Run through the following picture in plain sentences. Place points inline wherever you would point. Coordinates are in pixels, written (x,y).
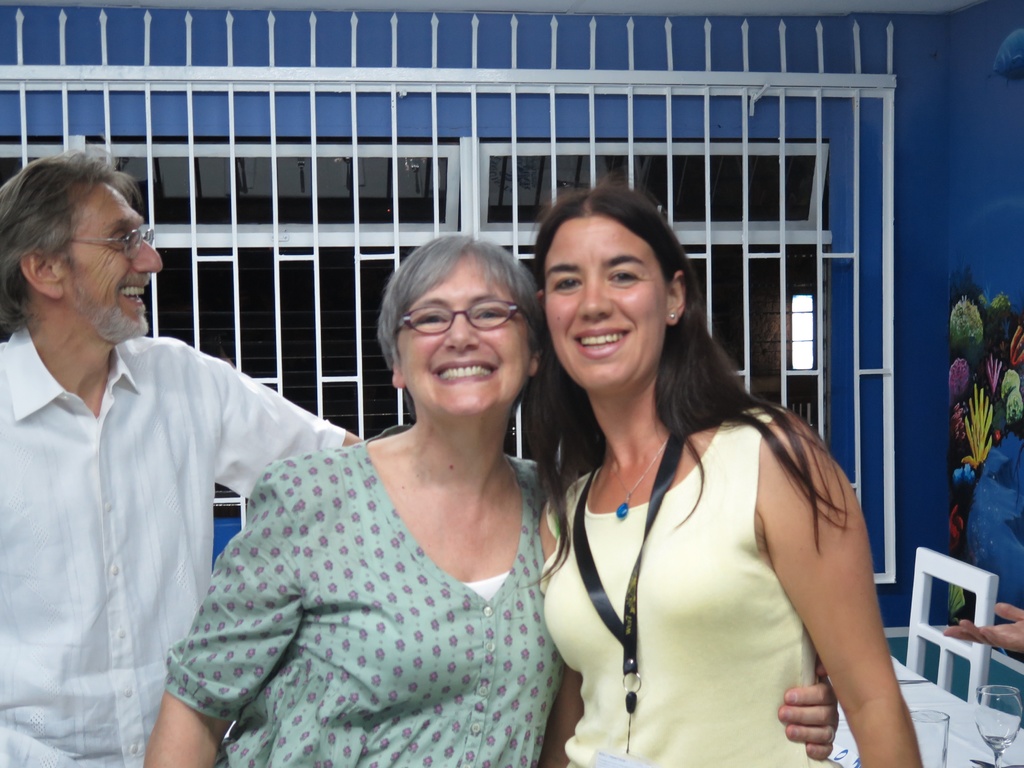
There is a man (65,478) on the left side (74,486) wearing specs (142,236). There are two ladies (434,552) standing. Lady (436,572) on the left (331,593) is wearing specs (432,331). Another lady (590,571) is wearing a tag (626,640). In the back (920,674) there is a table (928,705). On the table (947,690) there are glasses (1003,745). In the background (772,280) there is a window (208,161) with grill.
